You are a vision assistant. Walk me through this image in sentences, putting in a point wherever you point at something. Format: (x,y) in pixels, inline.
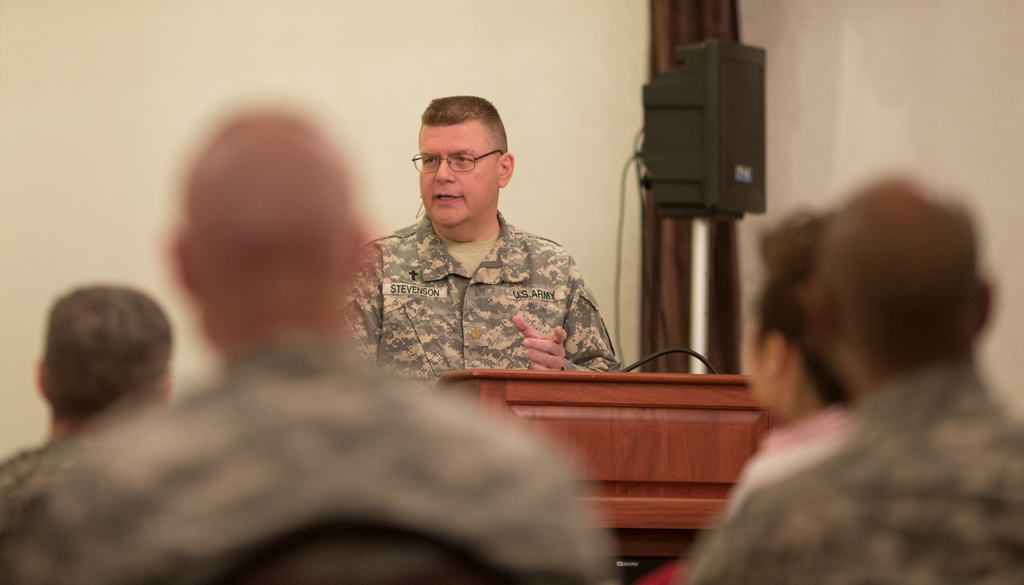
In the center of the image (441,279) we can see a man (437,263) standing, before him there is a podium (605,441). On the right (719,81) there is a speaker (761,185). At the bottom (88,450) there are people (919,483). In the background (50,116) there is a wall (179,65).
